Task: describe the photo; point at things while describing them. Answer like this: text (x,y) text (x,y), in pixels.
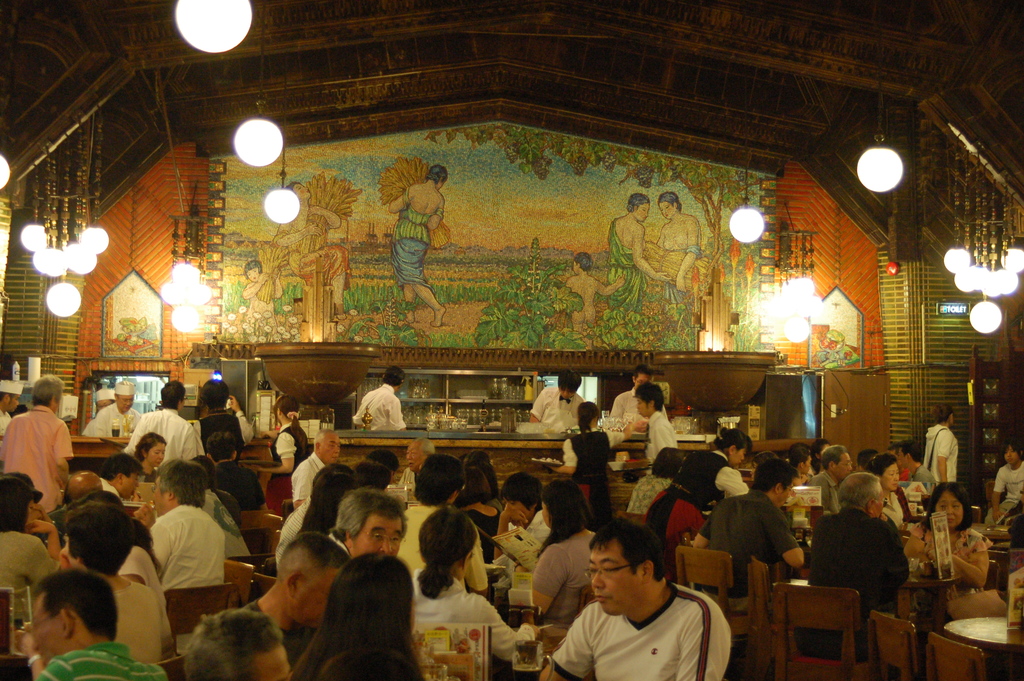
Here we can see group of people (204,570) sitting on the chairs (776,603). There are tables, lights (86,146), bottles (527,390), boards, and glasses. In the background (585,324) we can see wall (637,298) with painting (733,280).
